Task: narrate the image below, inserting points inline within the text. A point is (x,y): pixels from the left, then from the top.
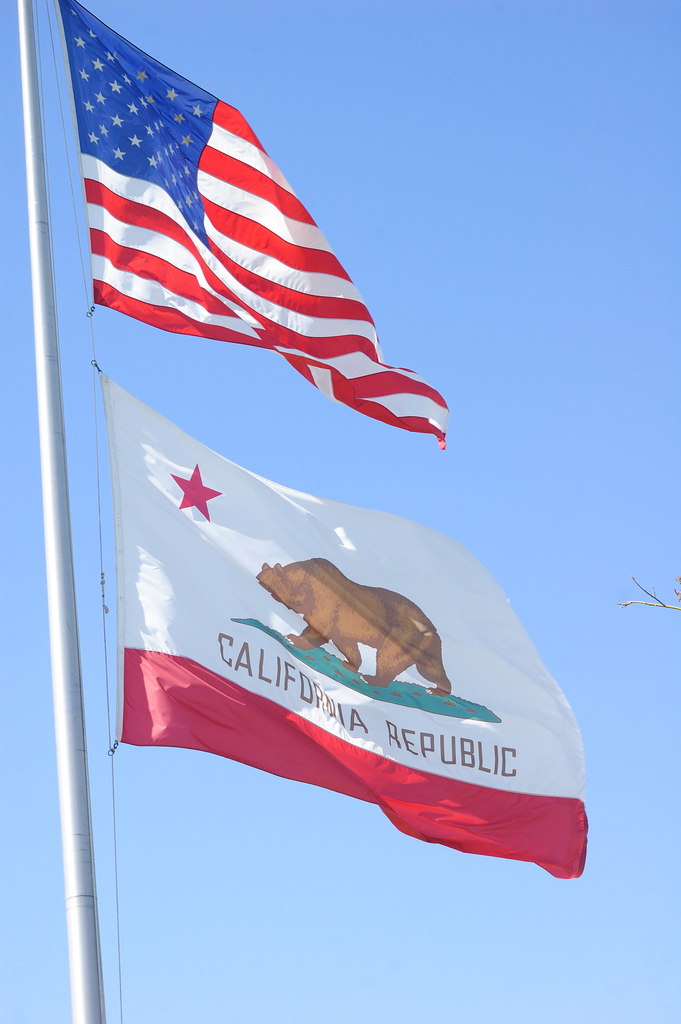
In this image I can see flags (185,616) with a pole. In the background (575,630) there is sky (45,883).
